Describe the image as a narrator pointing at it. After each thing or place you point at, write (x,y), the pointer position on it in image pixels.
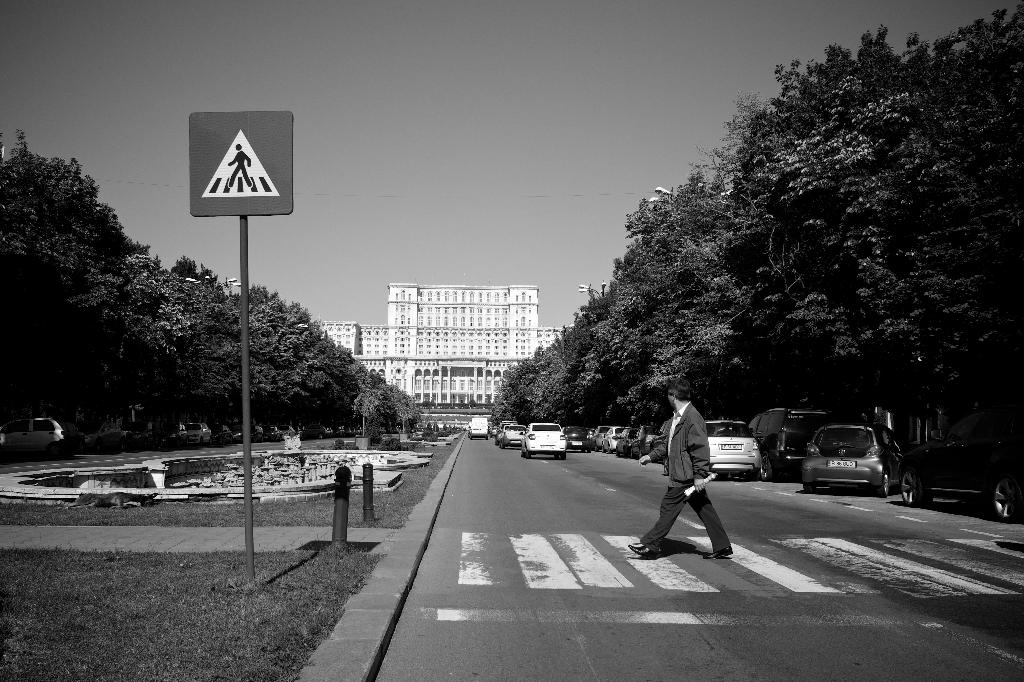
In this picture there is a man (671,440) who is wearing jacket (680,424), shirt (678,425), trouser (672,490) and shoe (725,553). He is crossing the road (644,584) from zebra crossing (933,572). On the road (912,539) we can see many vehicles (853,479). Here we can see water (180,468). On the bottom left corner (243,630) we can see grass (263,616) & sign board (248,124). On the background (339,327) there is a building (496,309). On the both sides we can see trees (844,264) and street lights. On the top (553,84) there is a sky (509,121).
